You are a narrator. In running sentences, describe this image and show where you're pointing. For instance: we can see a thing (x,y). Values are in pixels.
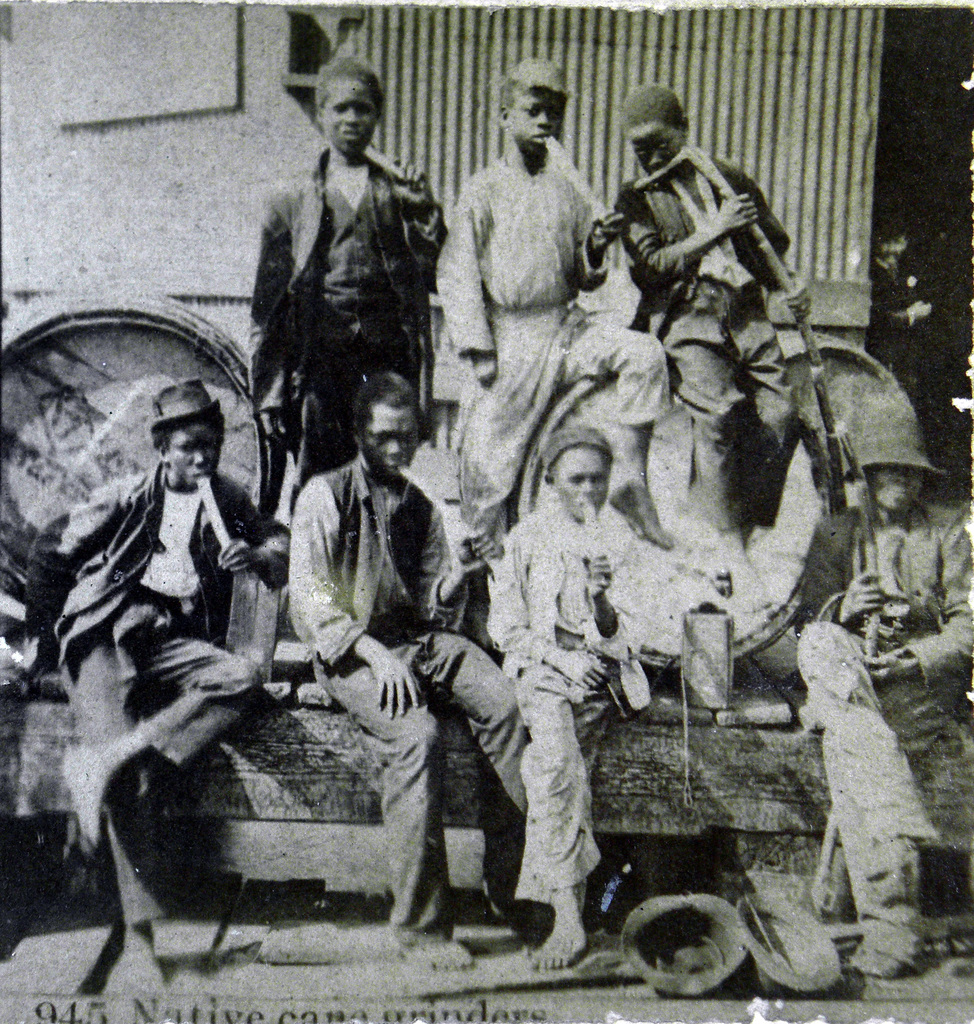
This is a black and white picture. Here we can see few persons (569,801) and there are hats (775,957). In the background (199,270) we can see wall (182,166).
